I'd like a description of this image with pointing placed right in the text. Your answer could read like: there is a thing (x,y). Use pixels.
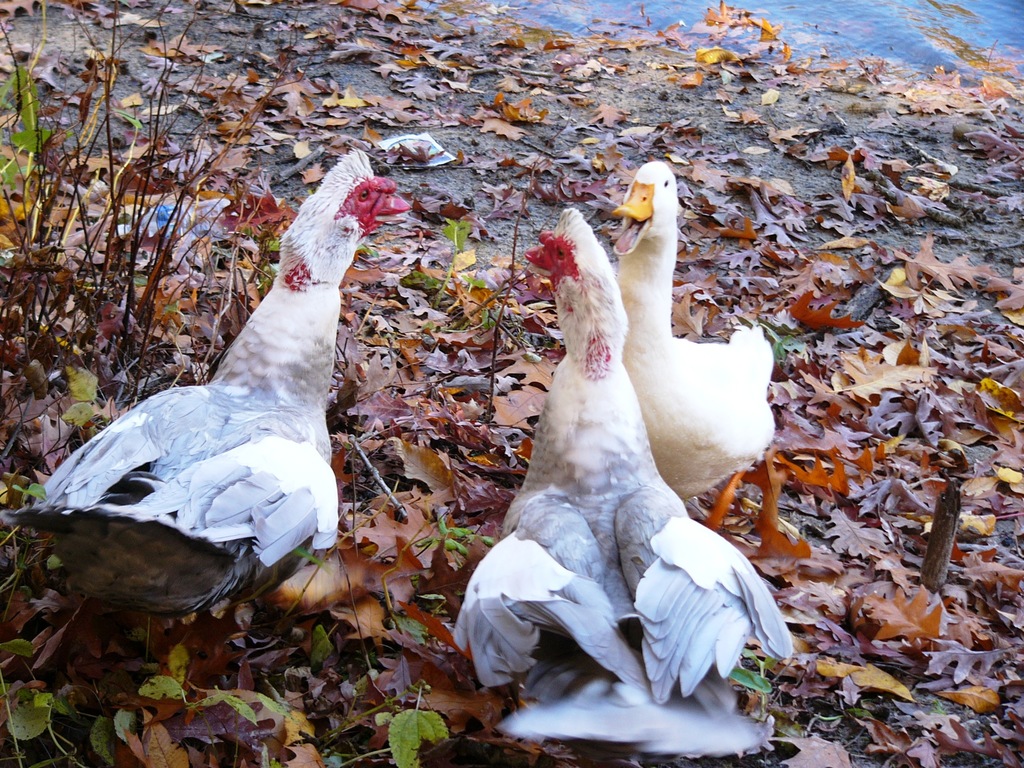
In the center of the image (642,505) we can see ducks (546,487) and bird (659,449) on the ground (474,415). In the background (403,483) there are leaves (824,206), ground (823,189) and water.
